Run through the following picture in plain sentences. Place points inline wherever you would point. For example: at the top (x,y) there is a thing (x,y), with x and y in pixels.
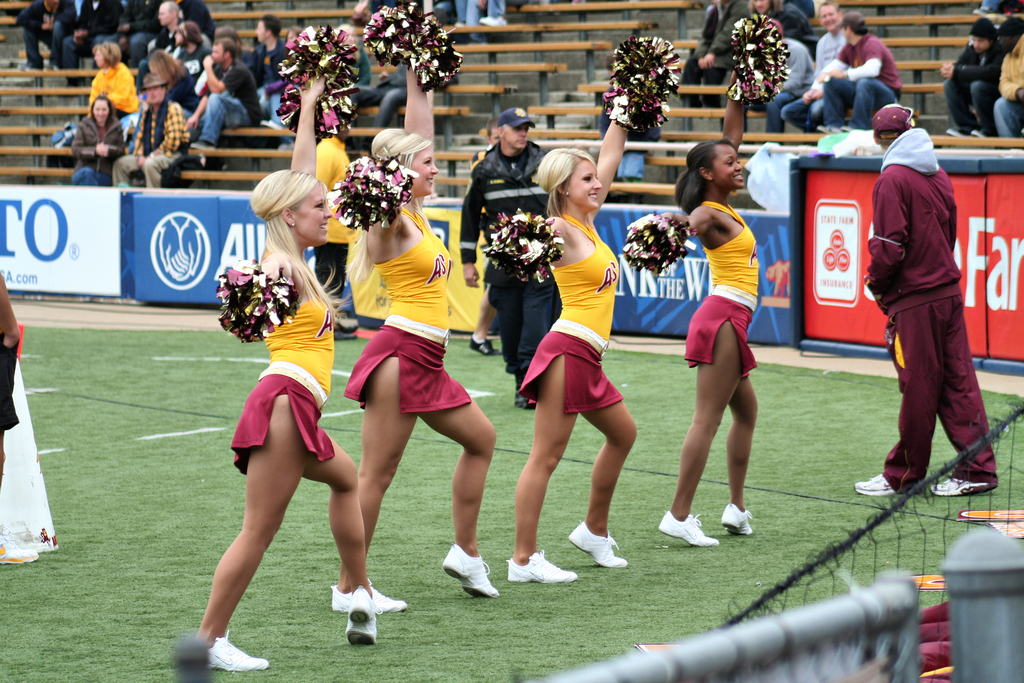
This is a playing ground (577,434). In the foreground (280,440) few women (583,331) are dancing facing at the right side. On the right side (965,357) I can see a man (915,373) walking on the ground (804,429). In the background (111,249) there is a board (73,240). On the top of the image (203,79) I can see few people (155,88) are sitting on the benches (195,153) and looking at the ground (104,376).
